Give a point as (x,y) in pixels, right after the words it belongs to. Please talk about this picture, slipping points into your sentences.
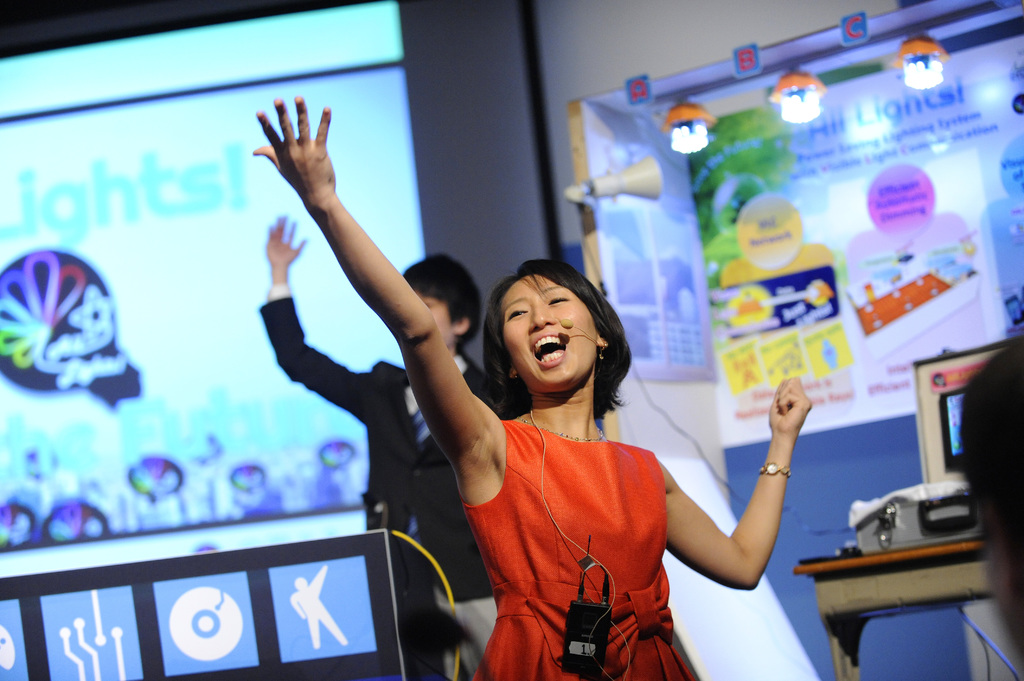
In this picture there is a lady (330,216) in the center of the image (518,319) and there is a poster (750,273) on the right side of the image (818,269), there is a projector screen (250,239) on the left side of the image (284,415) and there is a boy (279,282) who is standing in the center of the image (436,302) behind the lady (373,244), it seems to be she is singing.
